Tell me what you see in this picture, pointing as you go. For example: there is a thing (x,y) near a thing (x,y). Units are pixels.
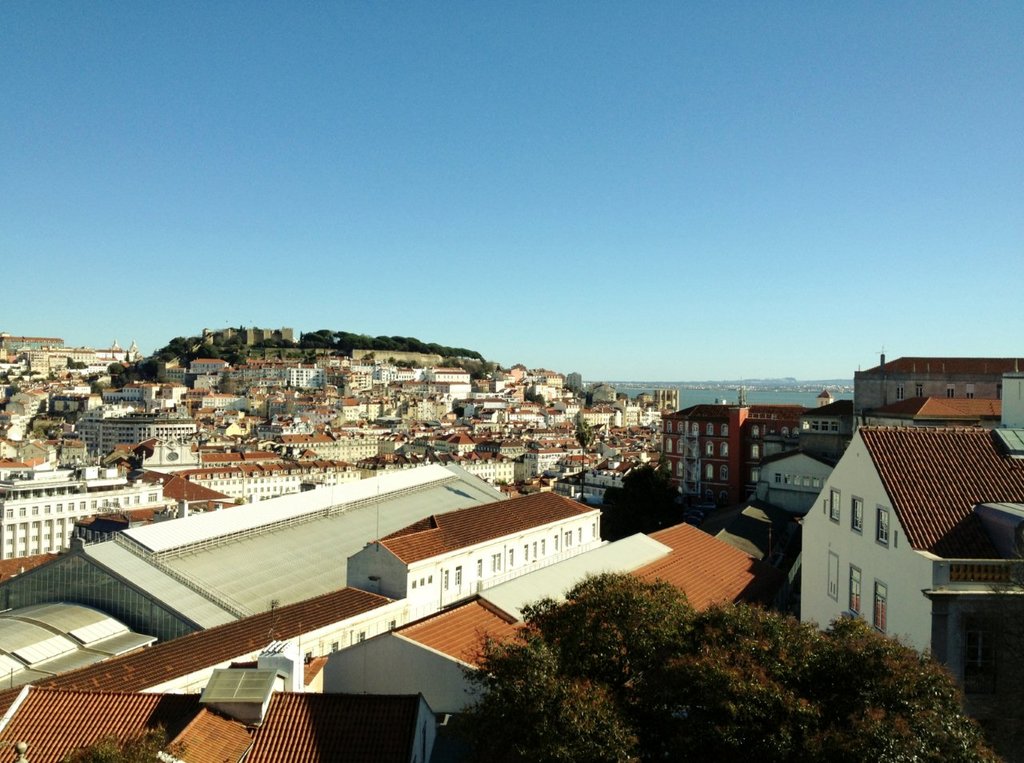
In this image we can see a group of buildings (374,483), houses (632,545) and some trees (863,750). On the backside (699,268) we can see a water body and the sky (721,273) which looks clear.
